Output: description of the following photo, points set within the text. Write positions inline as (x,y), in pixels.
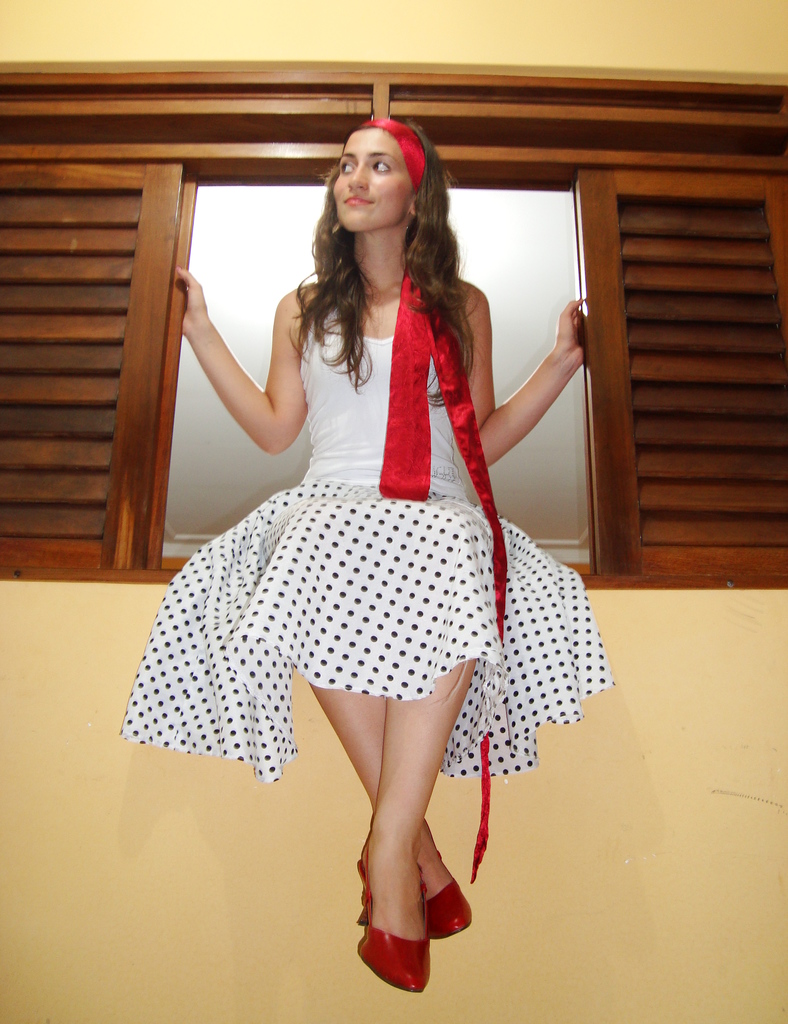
In this image I can see a woman (369,507) wearing white, black and red colored dress (367,503) is sitting on a wooden window (158,493) which is brown in color. I can see the cream colored wall (641,752).
